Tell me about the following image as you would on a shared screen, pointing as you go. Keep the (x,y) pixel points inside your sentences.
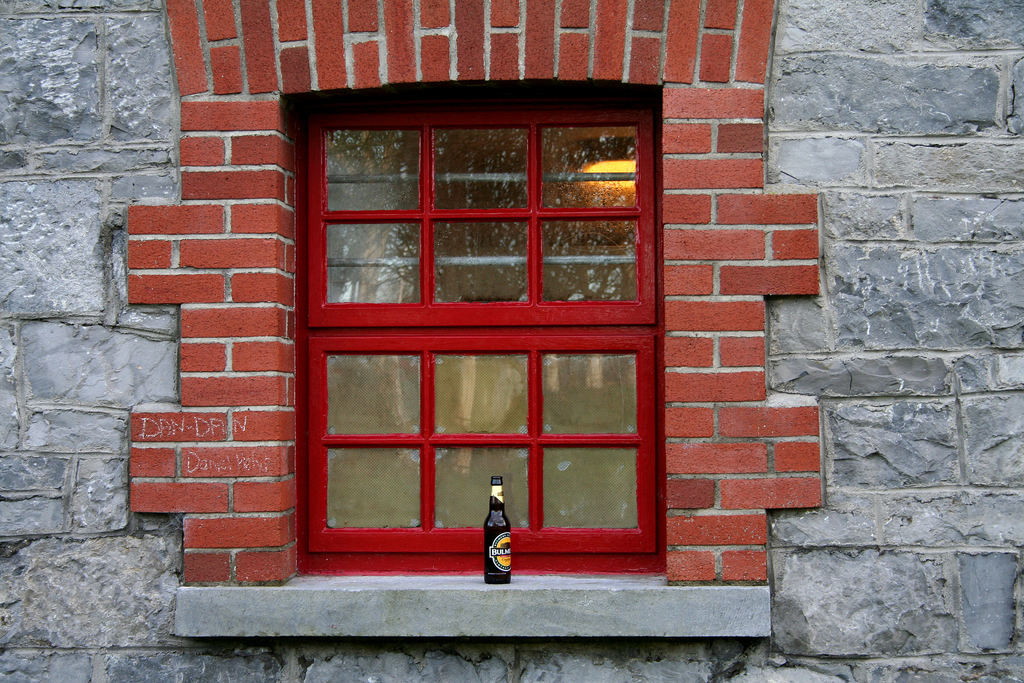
In this image we can see a beverage bottle (504,576) on the wall (615,592), windows (619,447) and an another wall (924,455) built with cobblestones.
